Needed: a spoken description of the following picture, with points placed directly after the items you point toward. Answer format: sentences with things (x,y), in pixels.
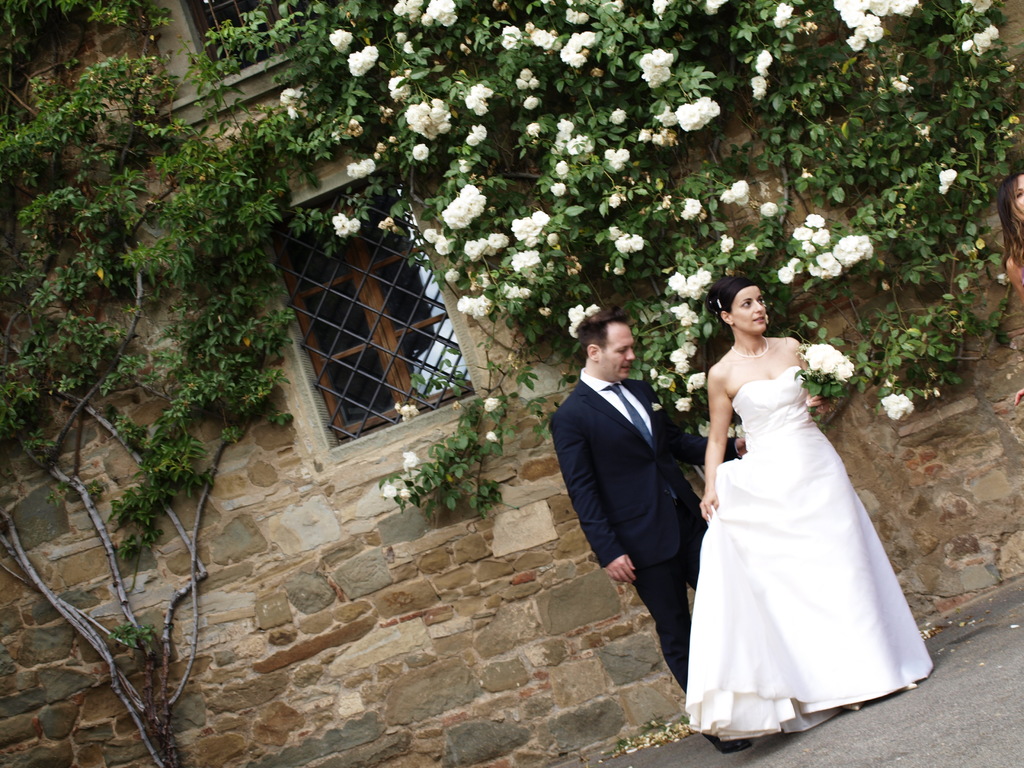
In this image there is a man (624,474) and a woman (784,404) standing on the surface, the woman (835,504) is holding a bouquet (805,387) of flowers (821,358) in her hand (809,400), behind them there is a building (831,438) with flowers (568,128) and leaves (596,130) hanging on the wall (147,179).
